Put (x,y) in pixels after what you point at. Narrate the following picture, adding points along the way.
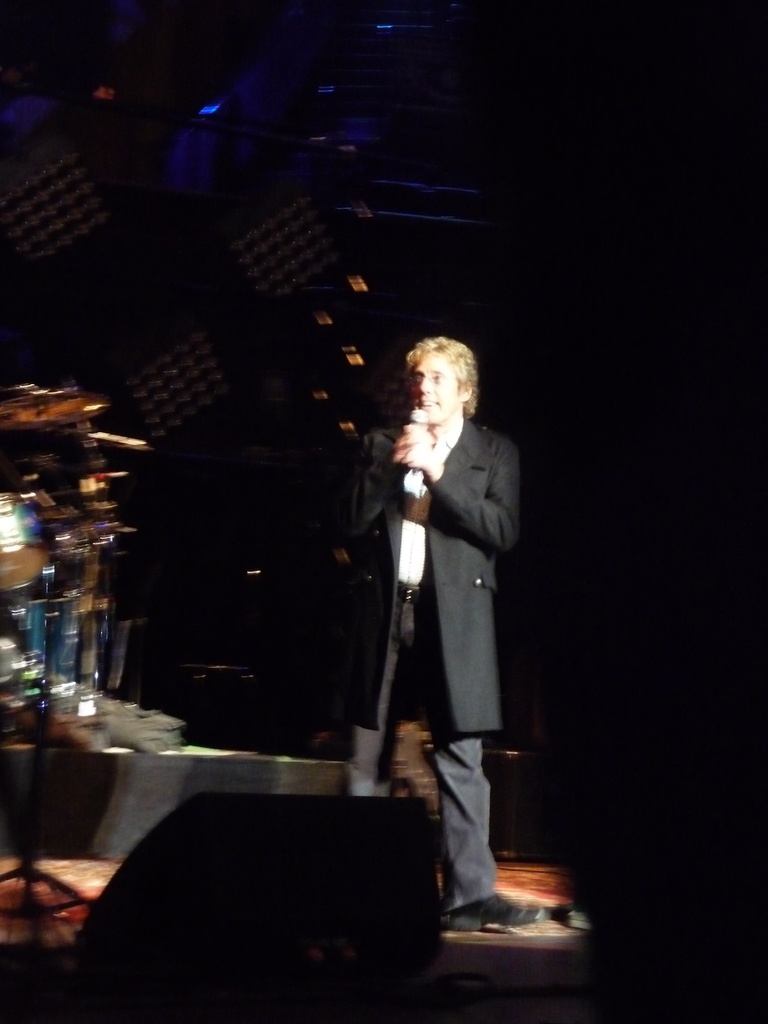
in this image there is a stage (430,971) one person (463,624) is holding the mike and left side of the stage (86,770) some instruments (23,479) are there and the background (127,350) is very dark.
